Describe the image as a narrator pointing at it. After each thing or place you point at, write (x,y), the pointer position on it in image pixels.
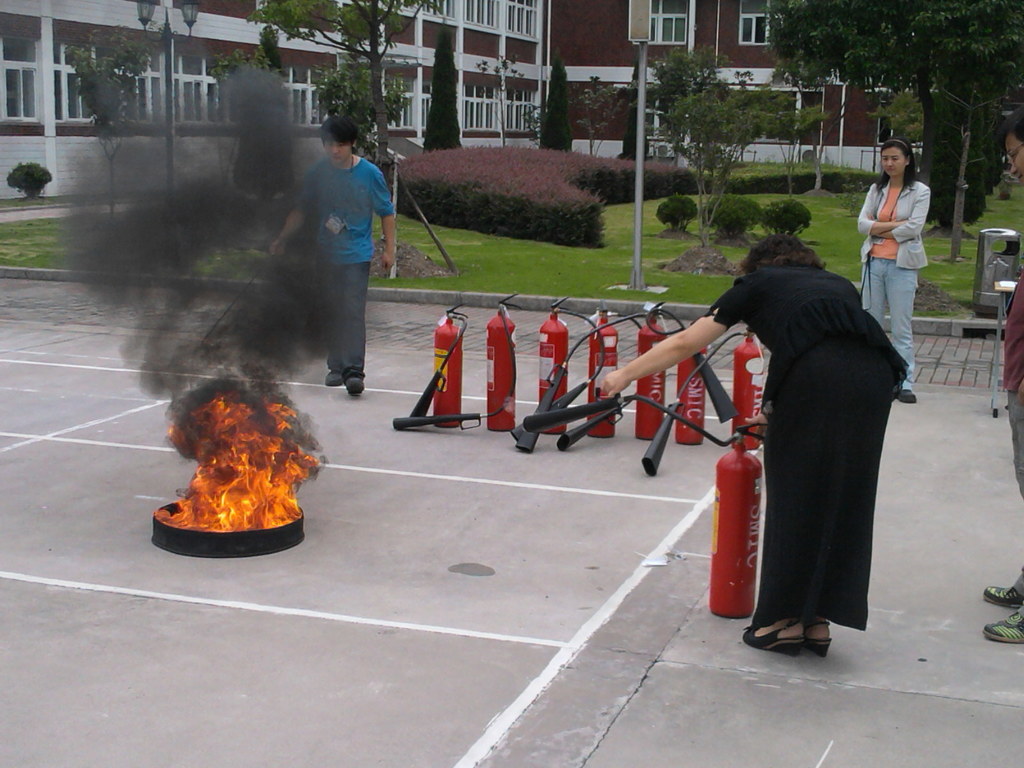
In this image there is a fire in the middle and also there are some fire extinguishers (735,475) around also there are some people (861,216) standing, beside them there are so many plants (962,222), grass (461,267) and building (78,113).
